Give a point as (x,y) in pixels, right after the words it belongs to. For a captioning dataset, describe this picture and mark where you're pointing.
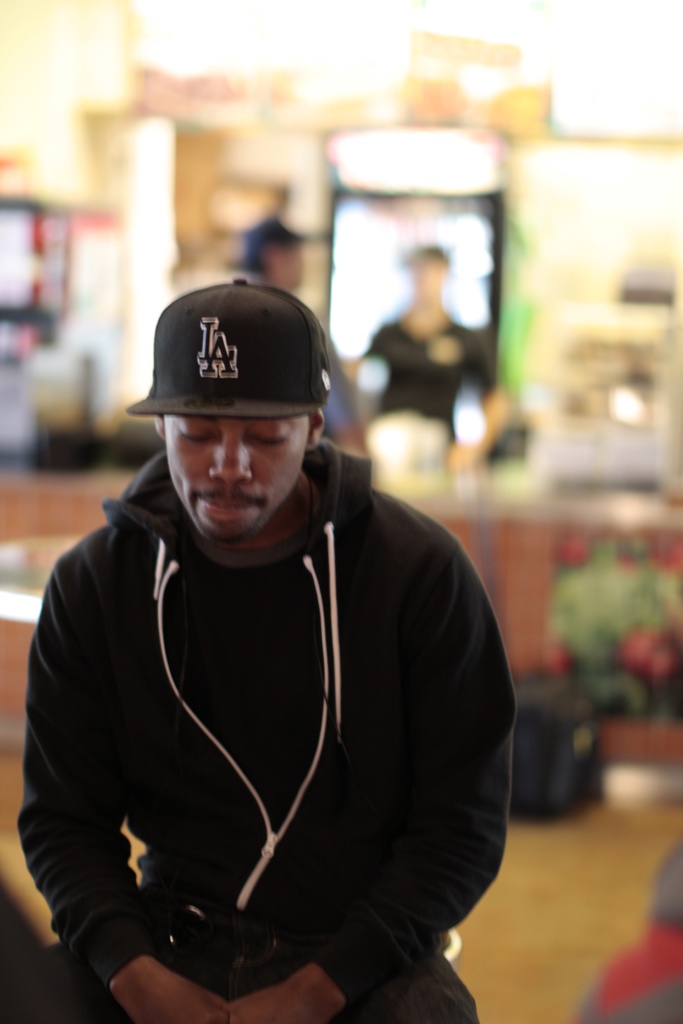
In this image we can see a man (296,576) who is wearing black color t-shirt (279,686), jacket (360,740) with cap (198,394). Background of the image (419,344) two men (442,330) are standing.
